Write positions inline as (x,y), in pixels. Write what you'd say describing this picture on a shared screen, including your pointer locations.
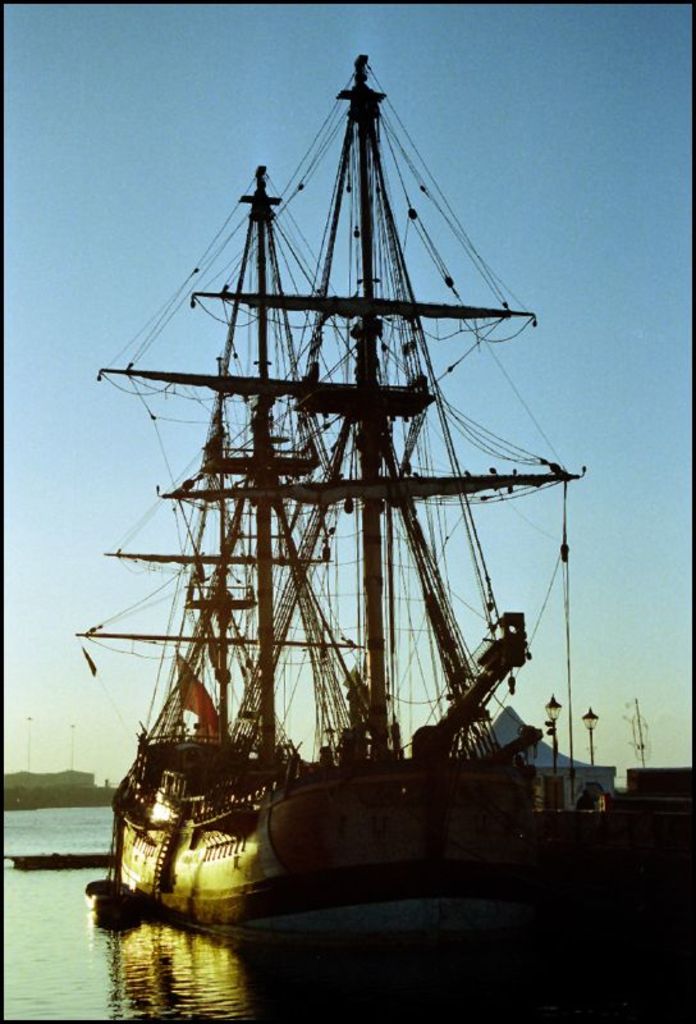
In this image I can see a ship (291,774). I can see a flag (202,704), poles (371,555) and wire (251,589). Back I can see light-poles (557,717) and water (158,935). The sky (608,281) is in blue and white color.
